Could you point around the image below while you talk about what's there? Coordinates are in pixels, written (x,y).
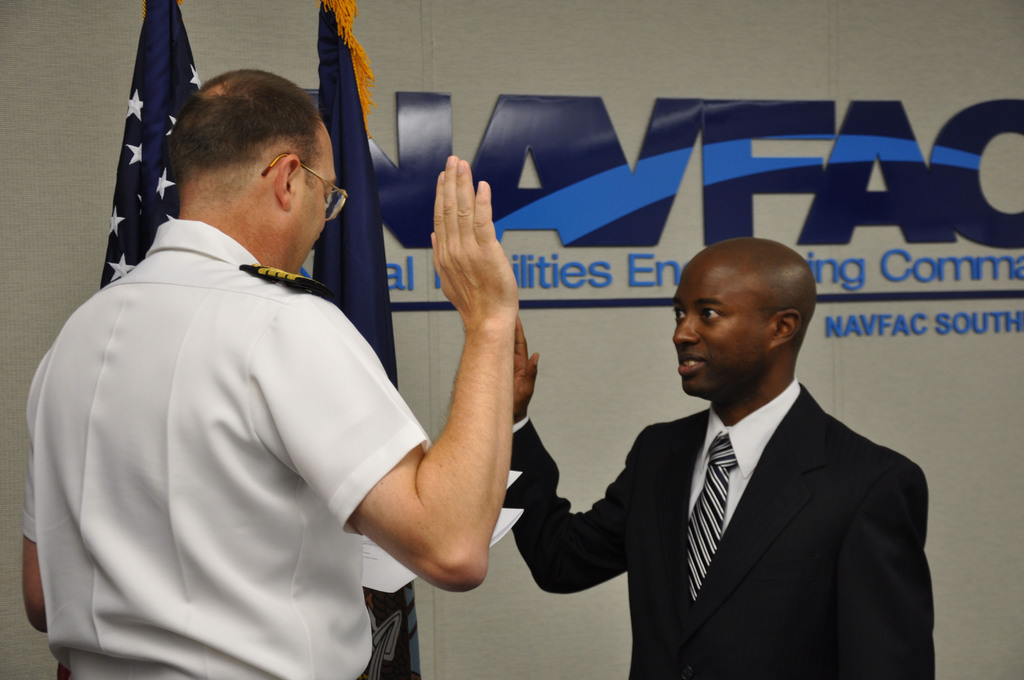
In this picture, we see two men (407,522) are standing. The man (170,419) on the left side (279,511) is holding the papers (377,557) in his hand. Both of them are raising their right hands (449,264). Beside them, we see the flags (382,253) in white and blue color. In the background (587,362), we see a wall (618,383) and we see some text (568,187) written on the wall (699,220).
